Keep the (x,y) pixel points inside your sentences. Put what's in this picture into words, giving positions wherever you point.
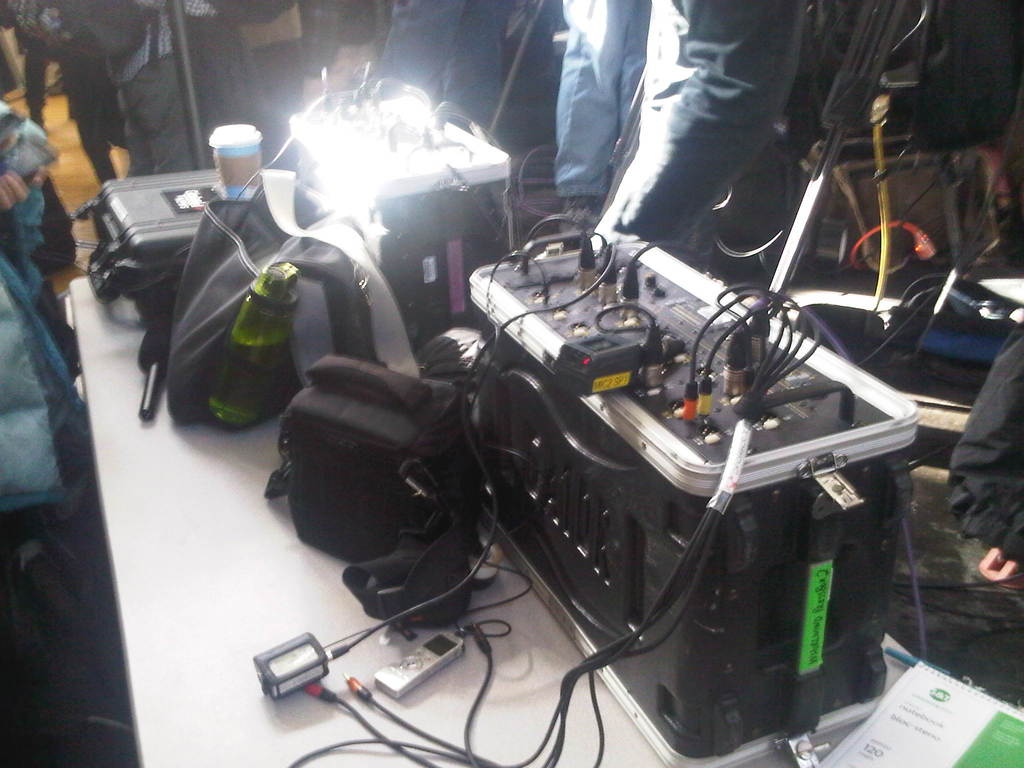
In the picture we can see a white color desk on it, we can see some box (760,503) with many switches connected to it and besides it, we can see some bags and some box (689,726) which is black in color and besides the desk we can see some person (2,454) sitting and some persons (240,59) standing opposite to it.
